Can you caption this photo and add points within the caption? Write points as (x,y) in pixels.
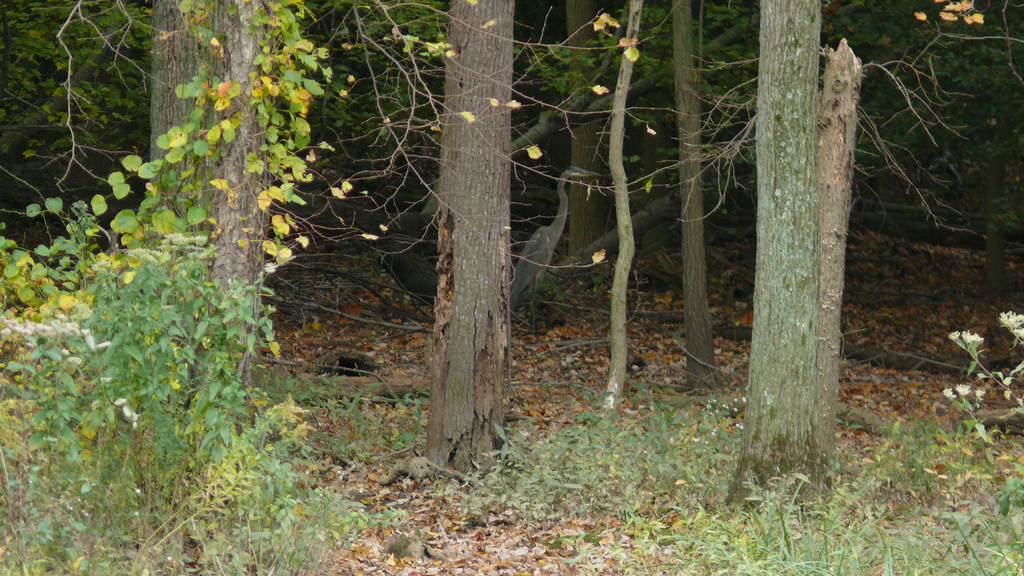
In this image we can see few trees (622,259), plants (118,361) and a bird (517,271) on the ground (863,380).
